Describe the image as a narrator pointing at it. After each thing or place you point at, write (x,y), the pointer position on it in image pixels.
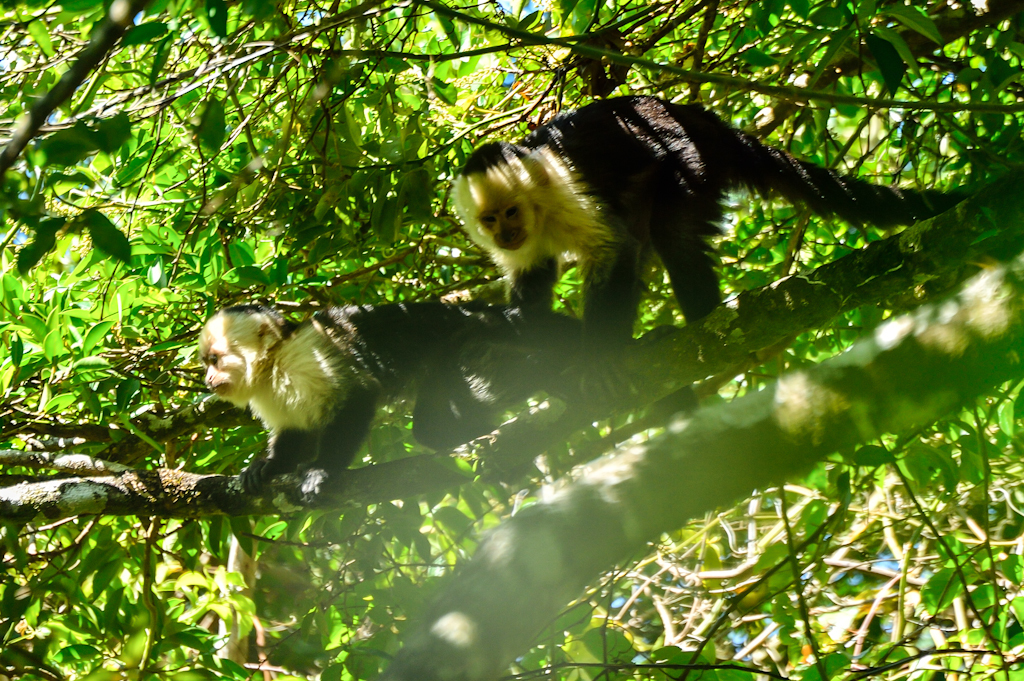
In the middle of this image (411,341), there are two monkeys (540,171) in black and white color combination on a branch (657,389) of a tree (511,465), which is having green color leaves (228,614). In the background (351,672), there are green color leaves (292,91).
